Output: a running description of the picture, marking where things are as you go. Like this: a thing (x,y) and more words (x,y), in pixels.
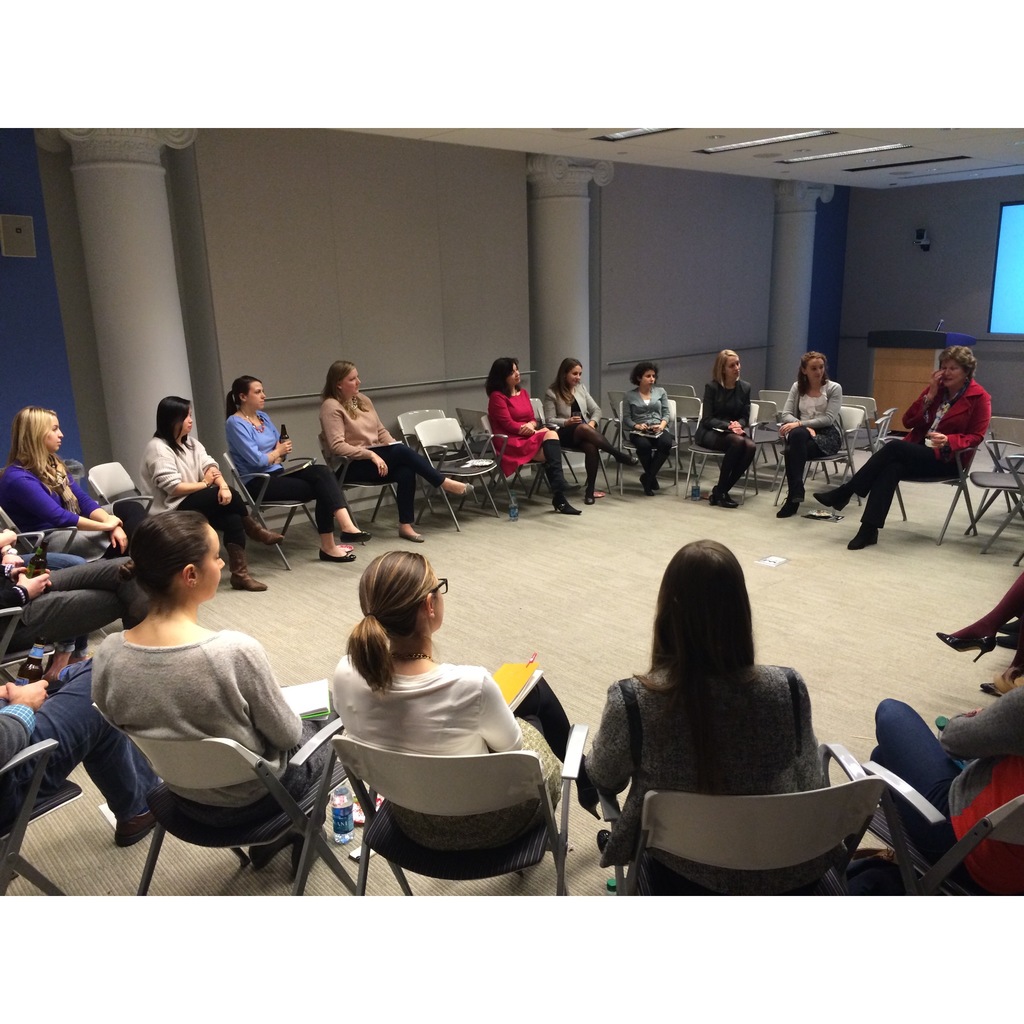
In this image I can see a group of women (516,425) are sitting on the chairs (613,798) and looking at this side, on the right side (952,467) a woman (939,451) is speaking. She wore red color coat (976,429), at the top (666,129) there are lights (730,148).
